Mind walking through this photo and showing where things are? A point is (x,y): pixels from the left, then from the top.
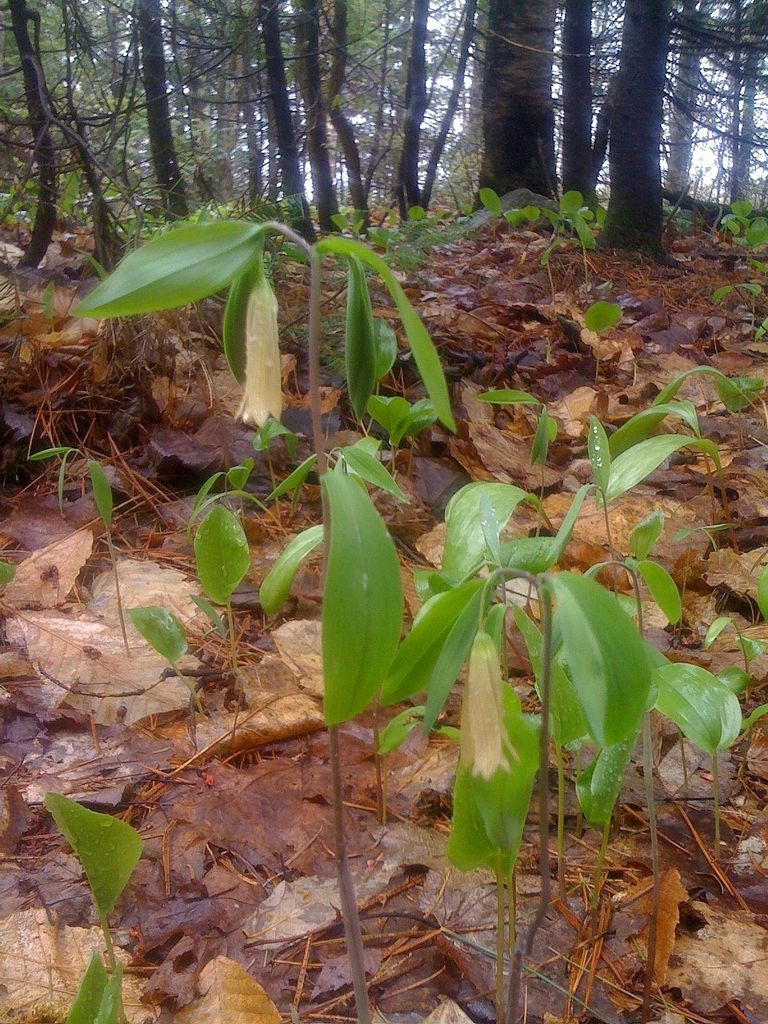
In this picture we can see plants (310,470) and dried leaves (167,678) on the ground (239,439). In the background (408,74) we can see trees (520,111).
